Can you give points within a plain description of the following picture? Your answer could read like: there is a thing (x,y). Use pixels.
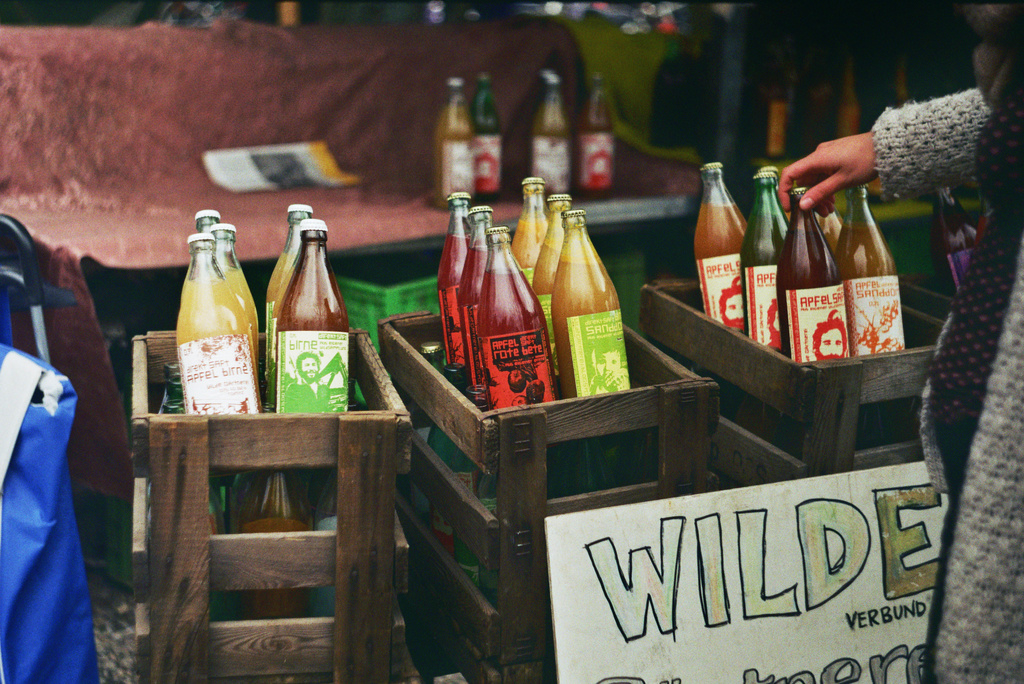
Here we can see bottles (805,334) present in the boxes (246,430) and we can see a hand (820,162) of a person (786,203).
